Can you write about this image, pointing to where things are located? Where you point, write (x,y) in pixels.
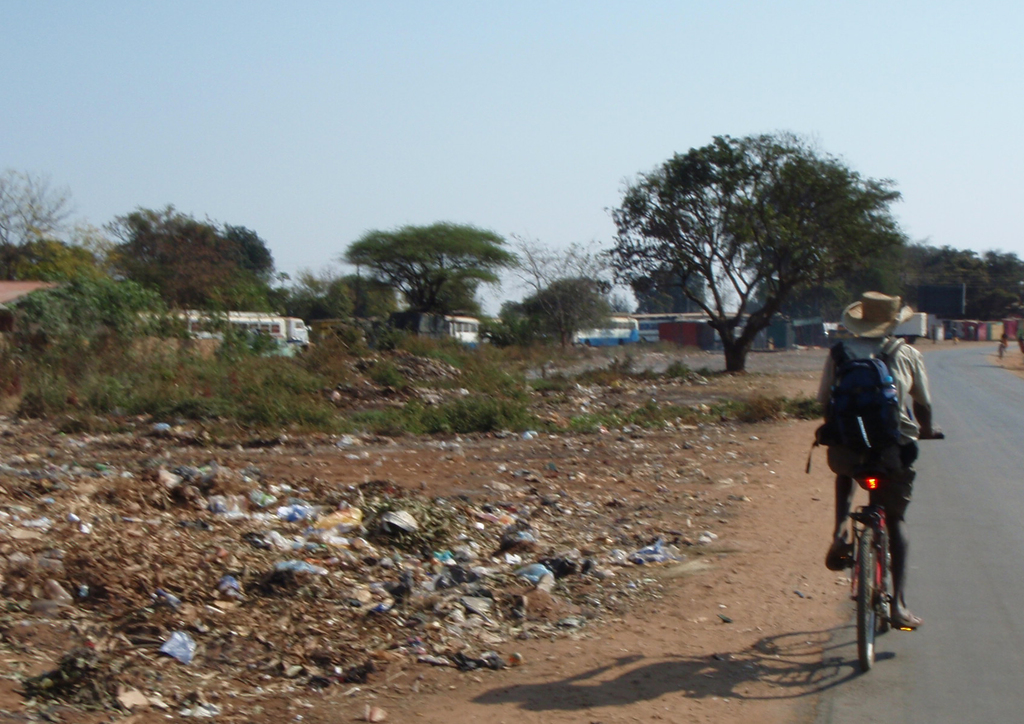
In this image there is a person (908,371) wearing bag (869,426) and riding a bicycle (887,569) and there is a person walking on the road (933,348), beside the bicycle (863,631) there are dust particles (368,501) on the surface (367,440) and there are trees (944,275), buildings (1009,322) and in the background (647,97) there is the sky (777,114).
